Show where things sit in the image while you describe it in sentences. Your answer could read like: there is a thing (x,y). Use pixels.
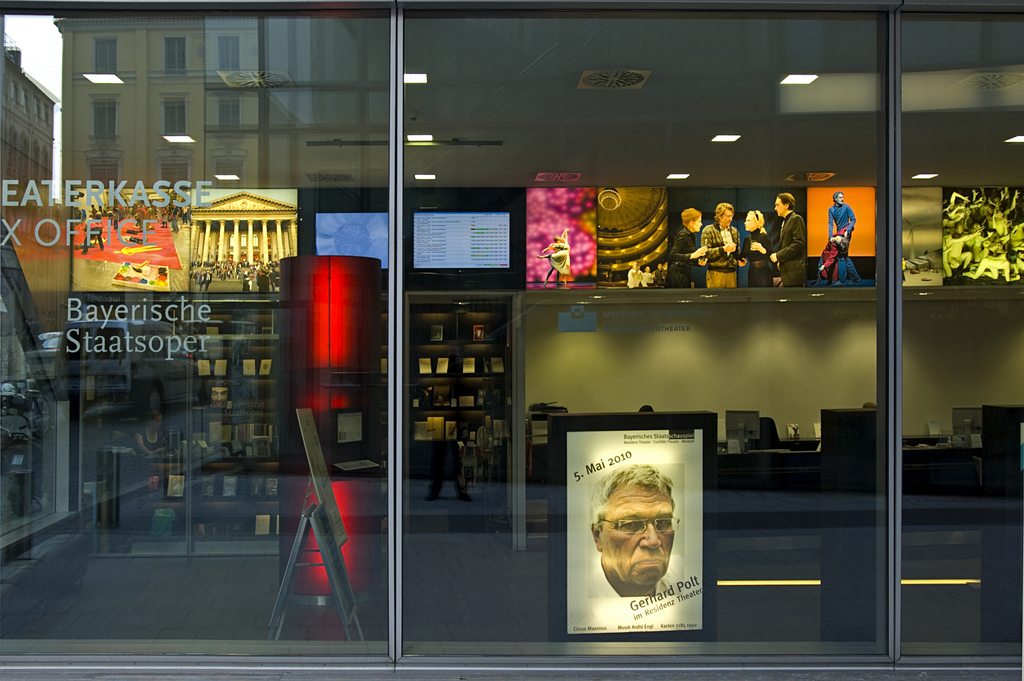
In this image in the center (594,324) there is a glass (483,632) and behind the glass (593,389) there are shelves (430,307) and on the shelves (430,412) there are objects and at the top (580,224) there are screens (648,242) and in the center (482,255) there are monitors (979,416) and there are persons (640,507) visible and there are objects (329,335) which are red in colour and there is a board (606,514) with some text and image (643,535) and in the background (109,106) there are buildings (117,106). On the top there are lights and on the left side of the glass (129,243) there is some text (117,305) written on the glass (153,295).
